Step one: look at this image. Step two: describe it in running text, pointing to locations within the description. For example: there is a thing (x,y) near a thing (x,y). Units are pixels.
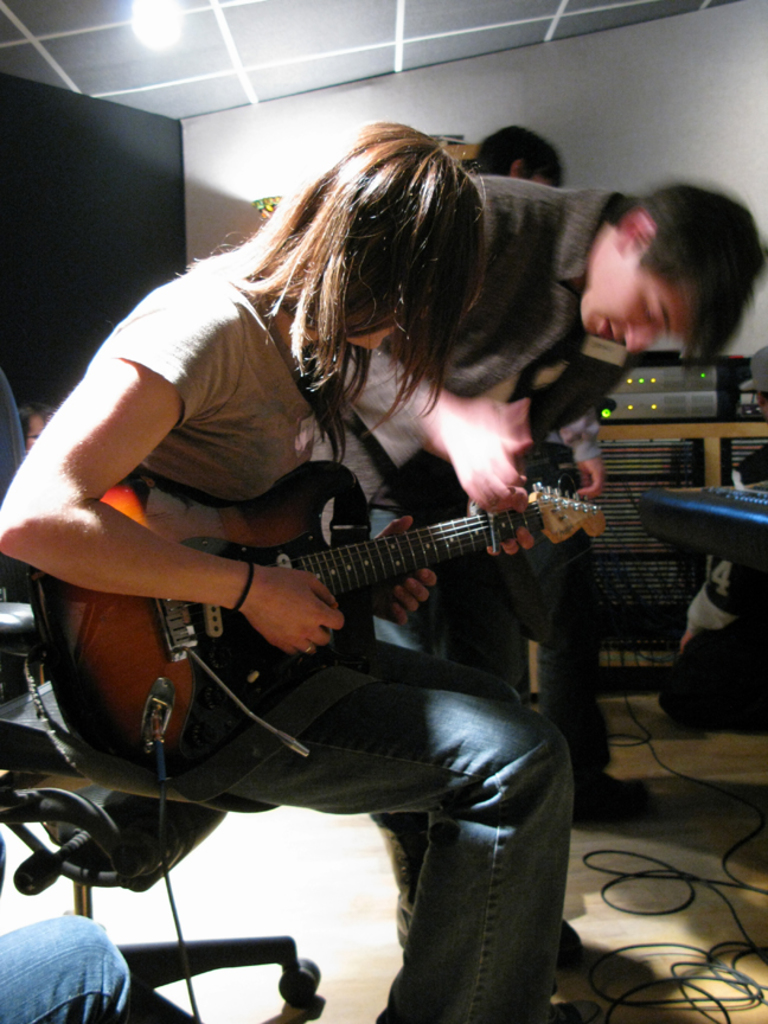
In this picture we can see a person (81,572) holding a guitar (233,679) and sitting on a chair (126,880). We can see a few people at the back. There are a few devices (653,412) and other objects (608,648) in the background (760,446). We can see the light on top.
